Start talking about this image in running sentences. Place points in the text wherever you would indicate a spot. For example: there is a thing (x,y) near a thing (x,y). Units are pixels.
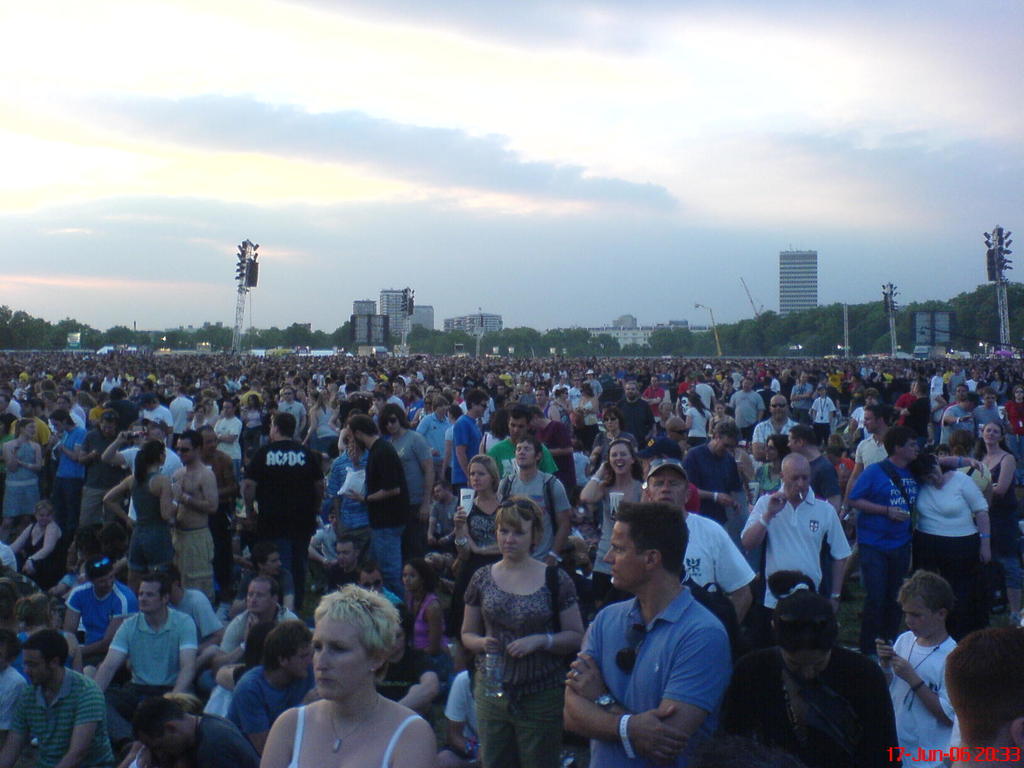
In this image I can see group of people (470,610), some are sitting and some are standing. In the background (31,179) I can see few poles (846,317), buildings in white color, trees (811,337) in green color and the sky (376,159) is in white color.
